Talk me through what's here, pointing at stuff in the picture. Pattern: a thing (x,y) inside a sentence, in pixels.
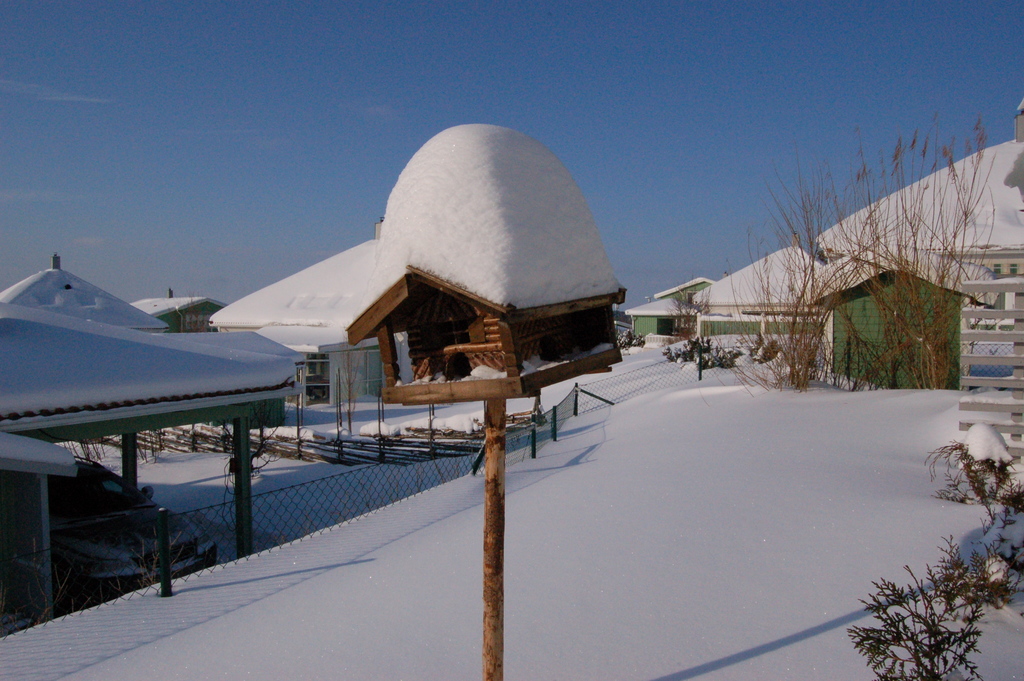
In this image, we can see sheds (416,247), poles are all covered by snow (650,468) and there are plants (690,363) and we can see a car (110,512), a fence (366,487) and logs (443,448). At the bottom (684,560), there is snow (741,505) and at the top (237,106), there is sky (191,132).
